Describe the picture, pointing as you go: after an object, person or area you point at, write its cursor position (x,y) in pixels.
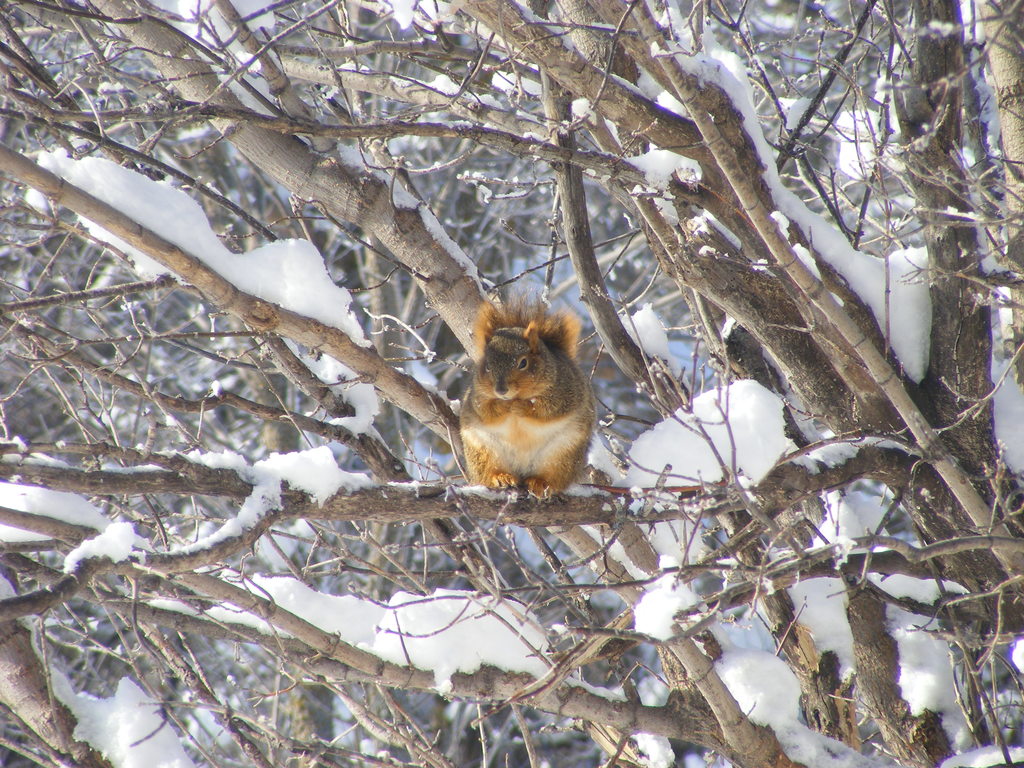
In this image we can see an animal (546,424) sitting on a branch (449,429) of the tree (630,132). There are many trees (632,148) in the image. There is a snow (679,588) in the image.
